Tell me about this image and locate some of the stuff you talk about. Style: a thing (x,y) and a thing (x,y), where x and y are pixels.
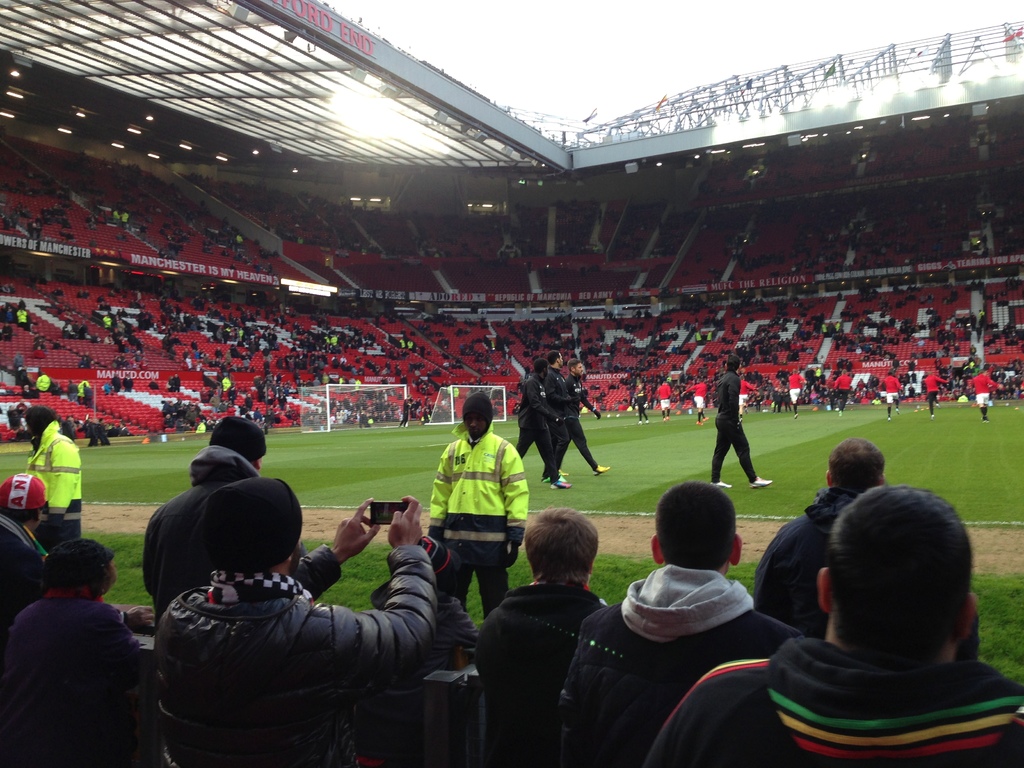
This is a stadium (66,120). At the bottom (330,680) there are few people (166,688) facing towards the back side (645,653). One person (260,599) is holding a mobile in the hand (409,544). In the middle of the image (607,466), I can see many persons (717,461) walking and running on the ground (873,425). In the background (1005,327), I can see a crowd (443,367) of people (736,346) sitting in the stadium (531,344) facing towards the ground (386,446). At the top (337,70) there is a ceiling (399,111) which is made up of metal (435,80). At the top of the image (606,50) I can see the sky (649,19).
